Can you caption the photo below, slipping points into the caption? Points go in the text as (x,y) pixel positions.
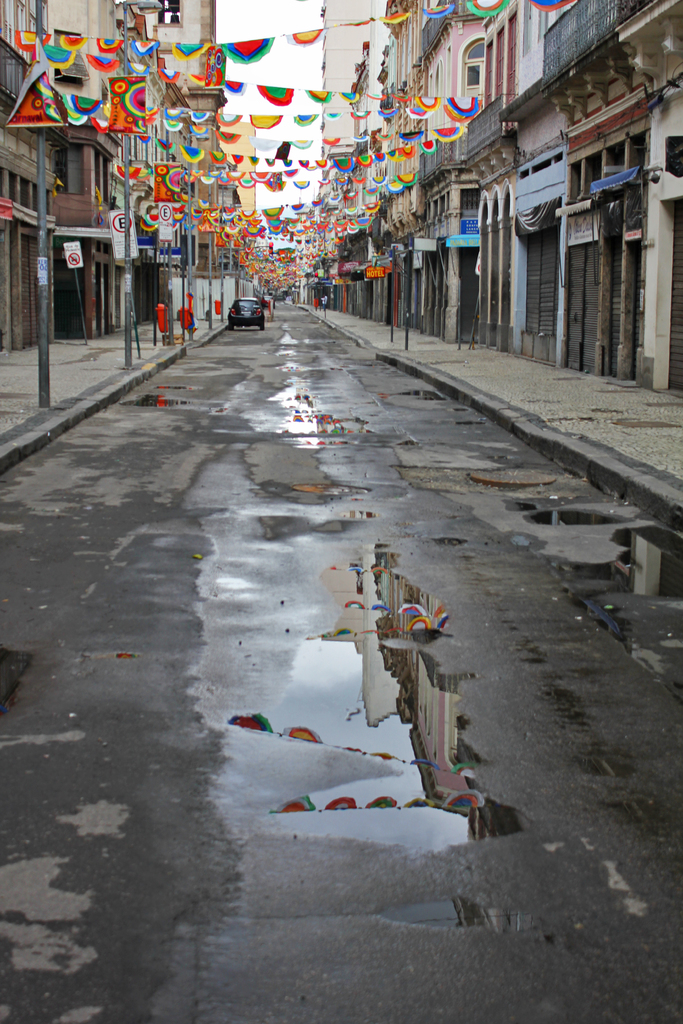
In the center of the image (377,551) there is a road (259,331) and we can see a car (243,320) on the road (211,590). There are poles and buildings (94,218). At the top (221,86) there are flags (301,184). In the background (278,56) there is sky (278,56).
